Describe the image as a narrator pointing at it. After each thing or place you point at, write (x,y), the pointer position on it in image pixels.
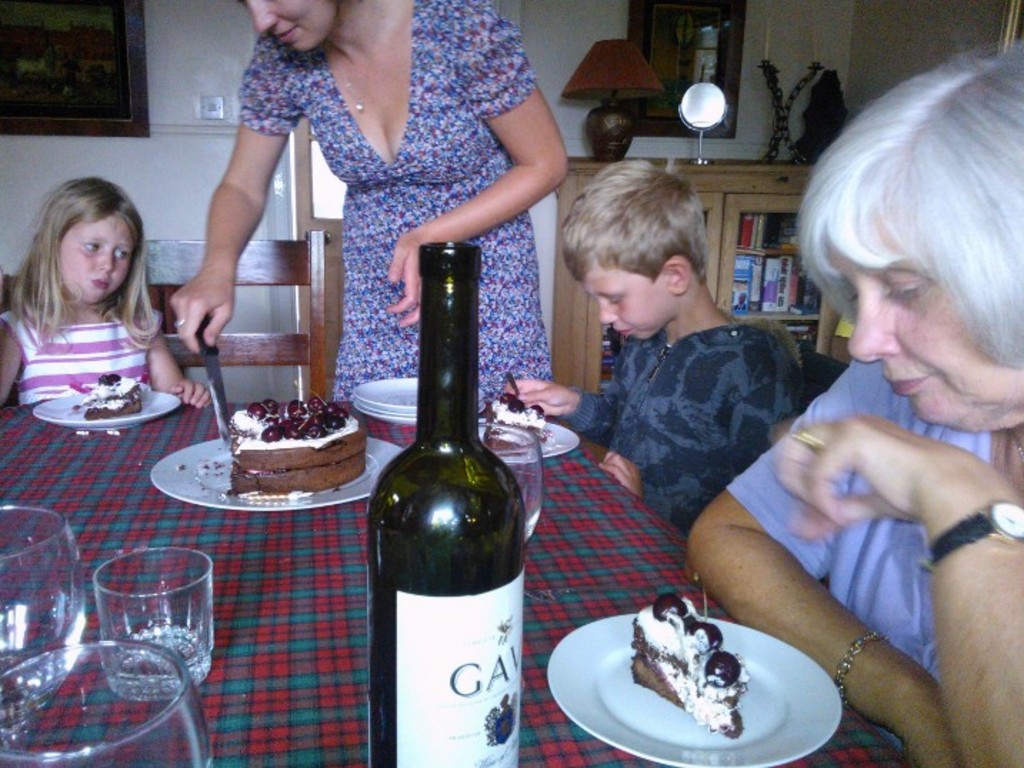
In this image I can see people (532,132) where one is standing and rest all are sitting on chairs (286,267), Here on this table (375,423) I can see a bottle (428,716), few glasses (51,534), a cake (309,410) and also pieces of cakes (120,410) in few plates (542,437). In the background (701,124) I can see a mirror (685,102) and a lamp (609,107).
